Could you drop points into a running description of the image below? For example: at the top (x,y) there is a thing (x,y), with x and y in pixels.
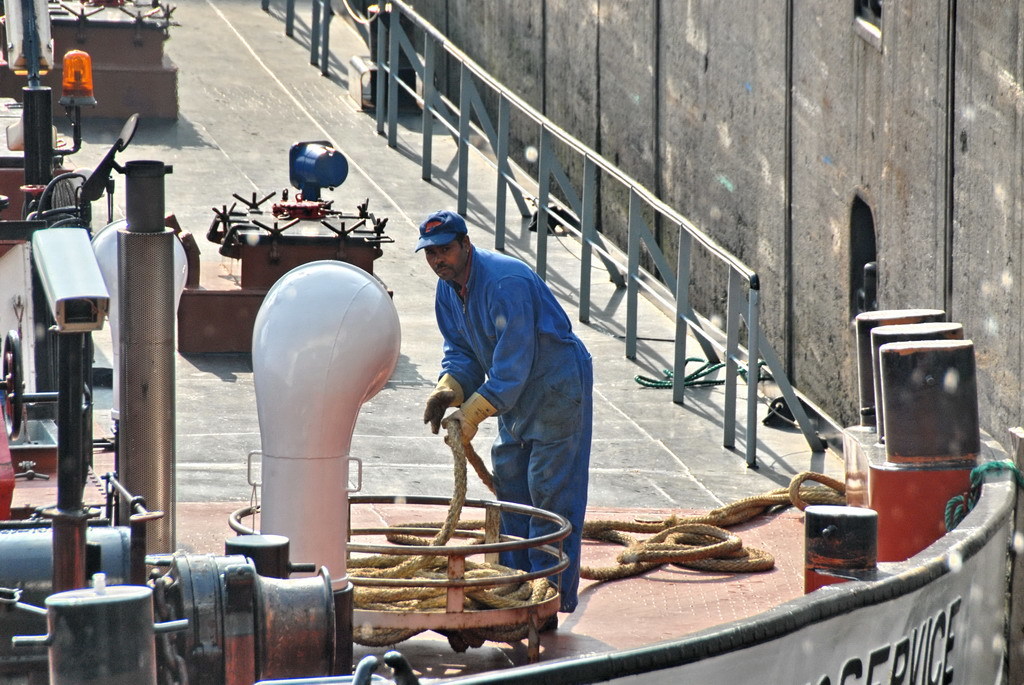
In this image, we can see a person (519,439) holding an object (461,478). We can see the ground (684,609) with some objects (856,533) like a rope (684,554) and some machines (168,228). We can also see a white colored object (326,393). We can see the fence (460,88). We can also see some text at the bottom right (851,661). We can see the wall (795,156).
